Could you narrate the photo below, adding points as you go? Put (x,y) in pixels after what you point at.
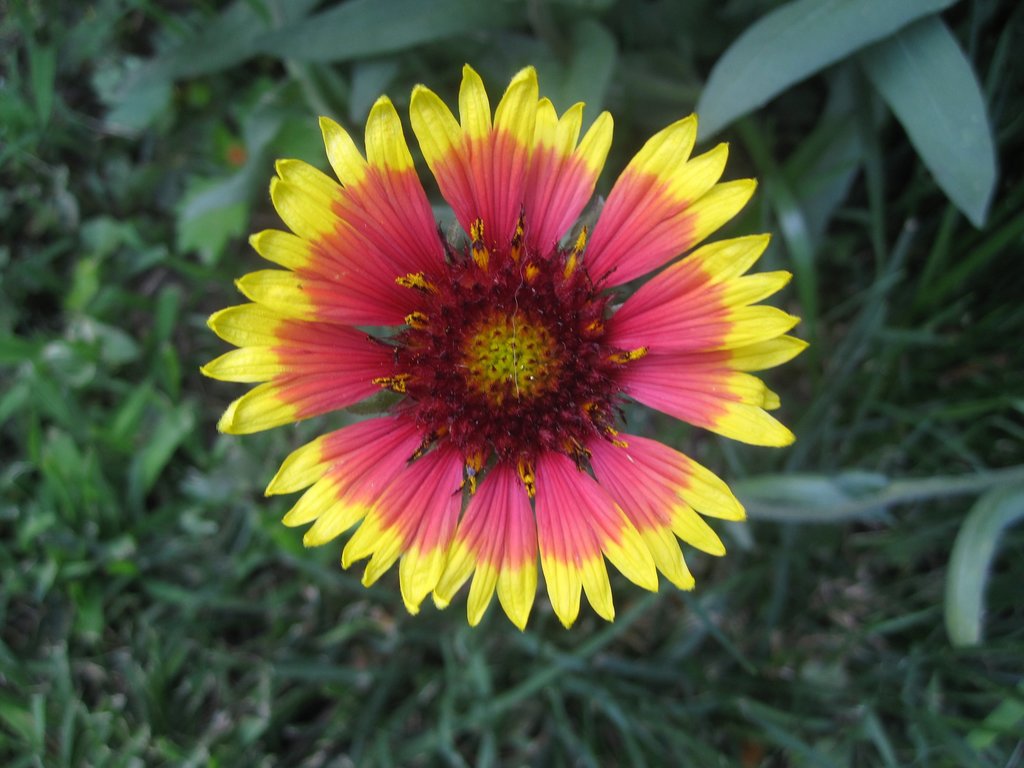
In this image I can see a yellow and pink colour flower (412,270). I can also see brown colour buds (489,294) and green colour leaves (236,568) in the background (193,46). I can also see this image is little bit blurry from background (796,661).
